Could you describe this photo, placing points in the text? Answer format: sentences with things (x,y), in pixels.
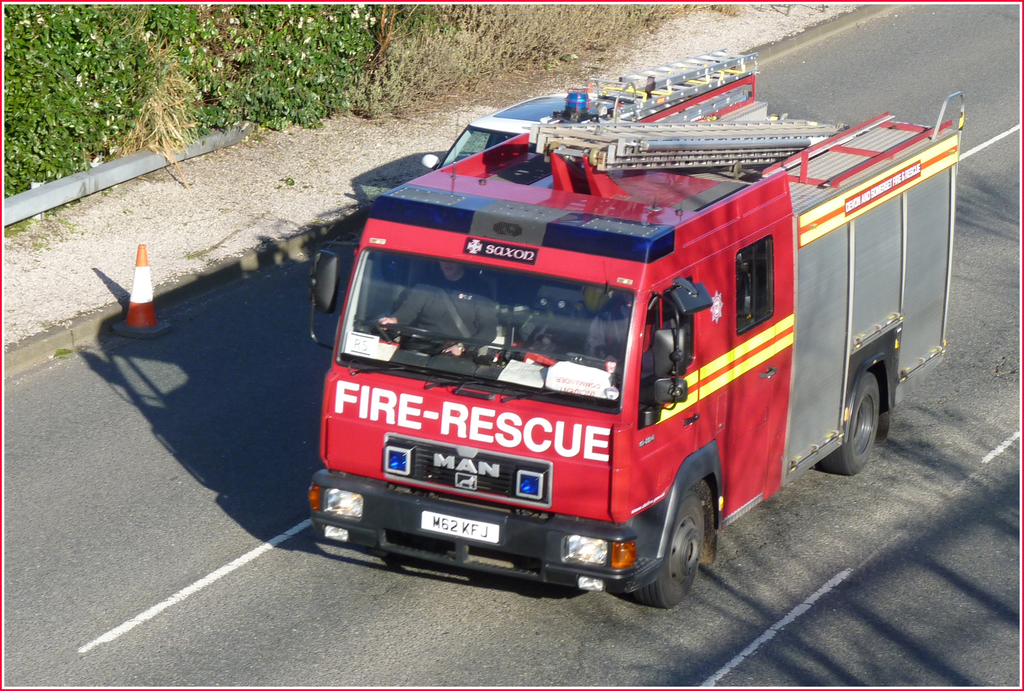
In this image I can see a vehicle (480,246) and car (492,137) on the road (172,533). At the top of the image (212,56) there are some plants (239,46).
